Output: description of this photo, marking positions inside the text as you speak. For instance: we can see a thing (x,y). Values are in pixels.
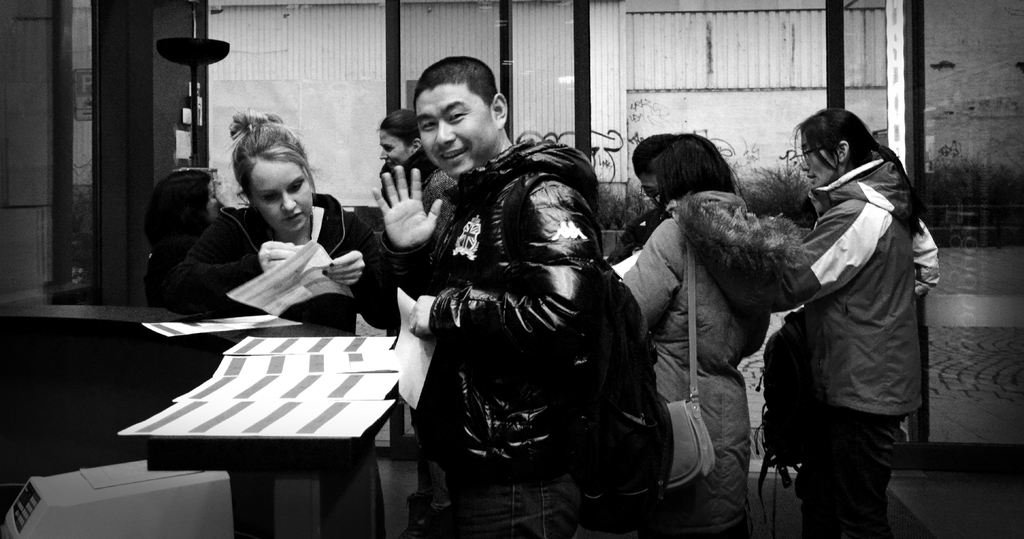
In this image there are group of persons (409,250) standing and smiling. On the left side (71,321) there is a table (192,345), on the table (82,327) there are papers (283,390) and there is an object (125,505) which is white in colour. In the background (311,76) there are windows (653,72) and there is a stand (193,95) which is black in colour.
